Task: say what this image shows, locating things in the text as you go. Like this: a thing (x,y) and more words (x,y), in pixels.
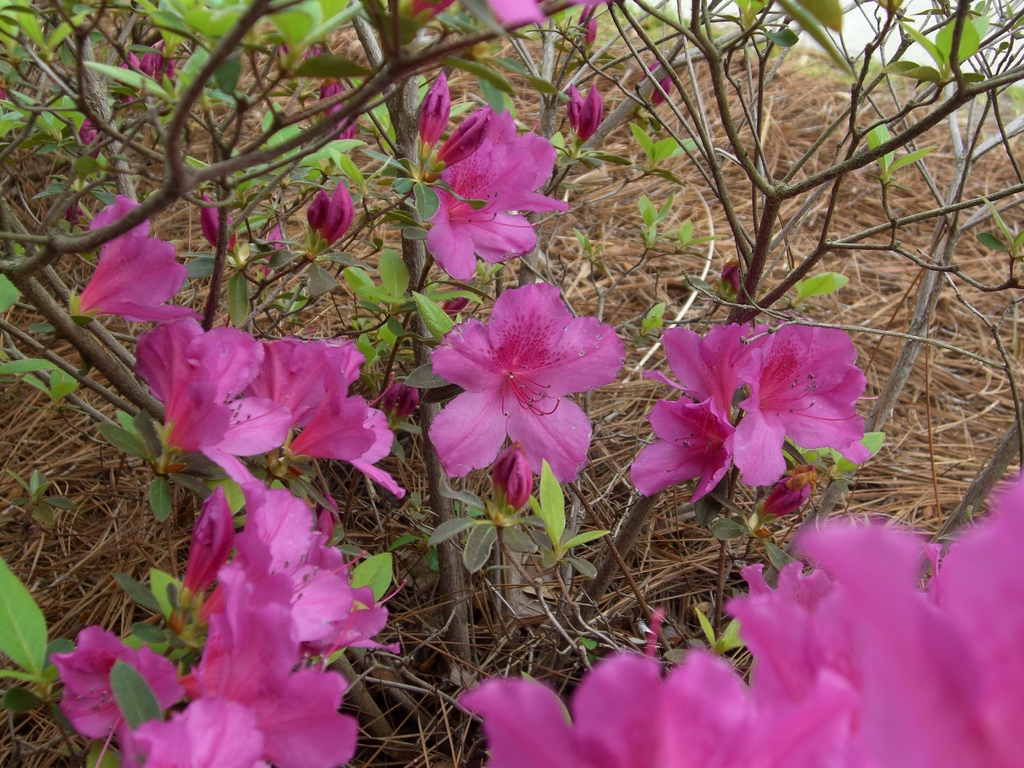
In this image I can see few plants (262,246) which are green and brown in color and few flowers (548,389) to it which are pink in color. In the background (941,396) I can see some grass (871,299) and the sky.
